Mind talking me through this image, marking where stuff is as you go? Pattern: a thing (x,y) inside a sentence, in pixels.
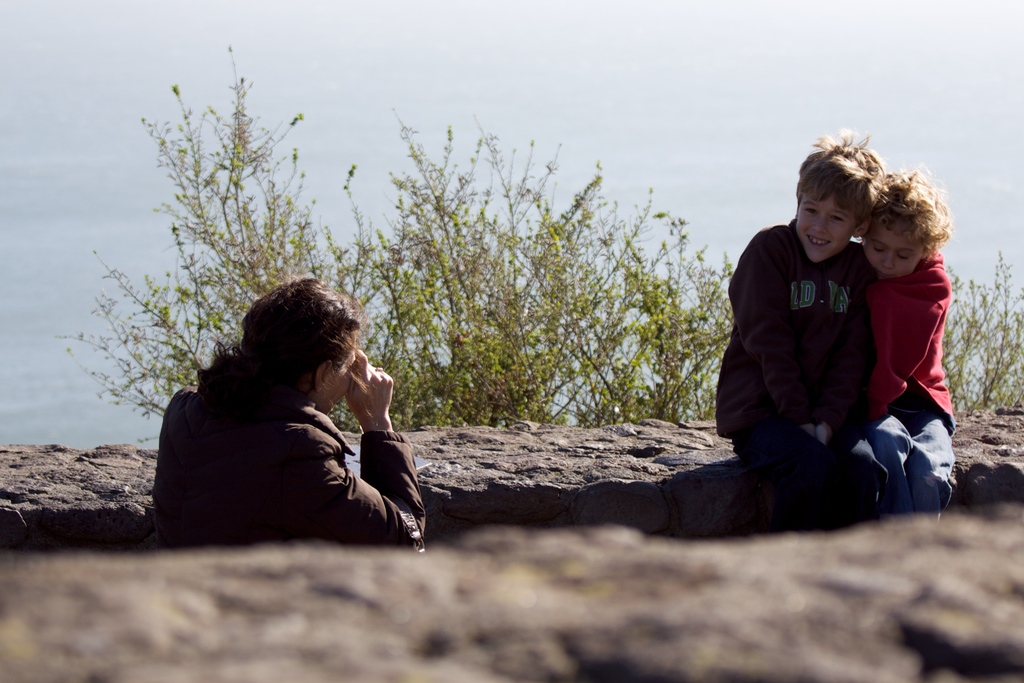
In the image we can see there are kids (767,304) sitting on the rock (580,481) and there is a man (278,474) sitting in front of them. Behind there are trees (697,328).
